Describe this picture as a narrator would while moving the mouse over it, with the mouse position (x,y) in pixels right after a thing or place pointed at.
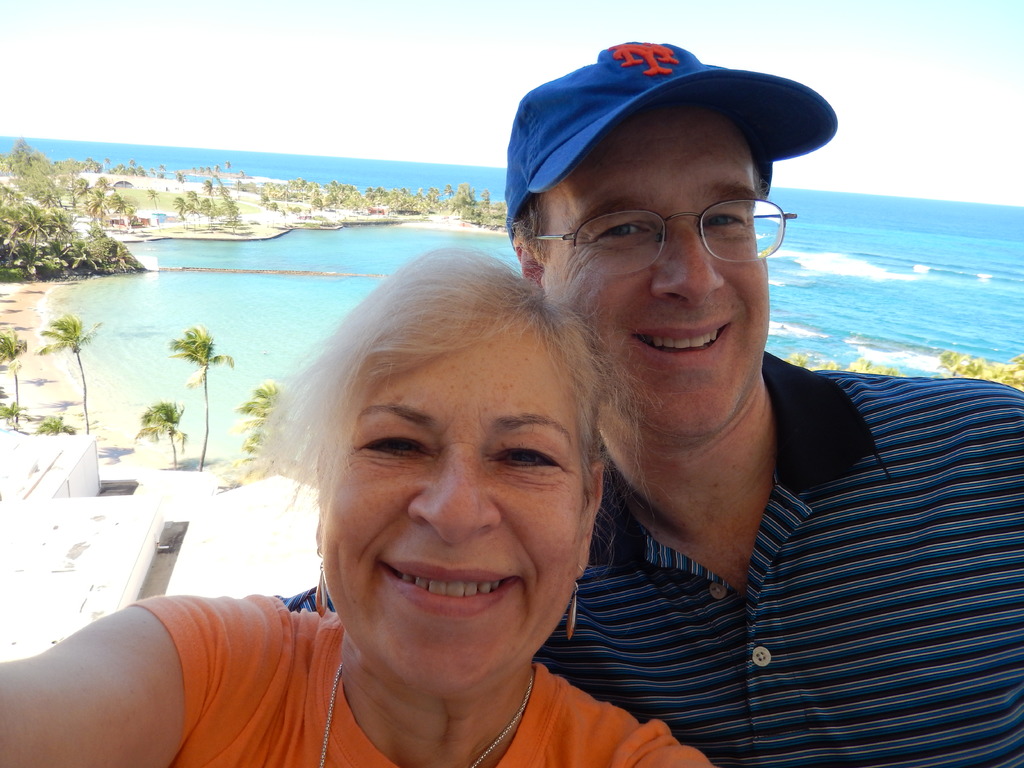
In the front of the image (763,671) I can see a man (680,378) and woman (427,599) are smiling. Man (678,256) wore spectacles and cap (645,92). In the background of the image (340,93) there is water (902,214), trees (313,188), building (37,534) and sky (411,91).
